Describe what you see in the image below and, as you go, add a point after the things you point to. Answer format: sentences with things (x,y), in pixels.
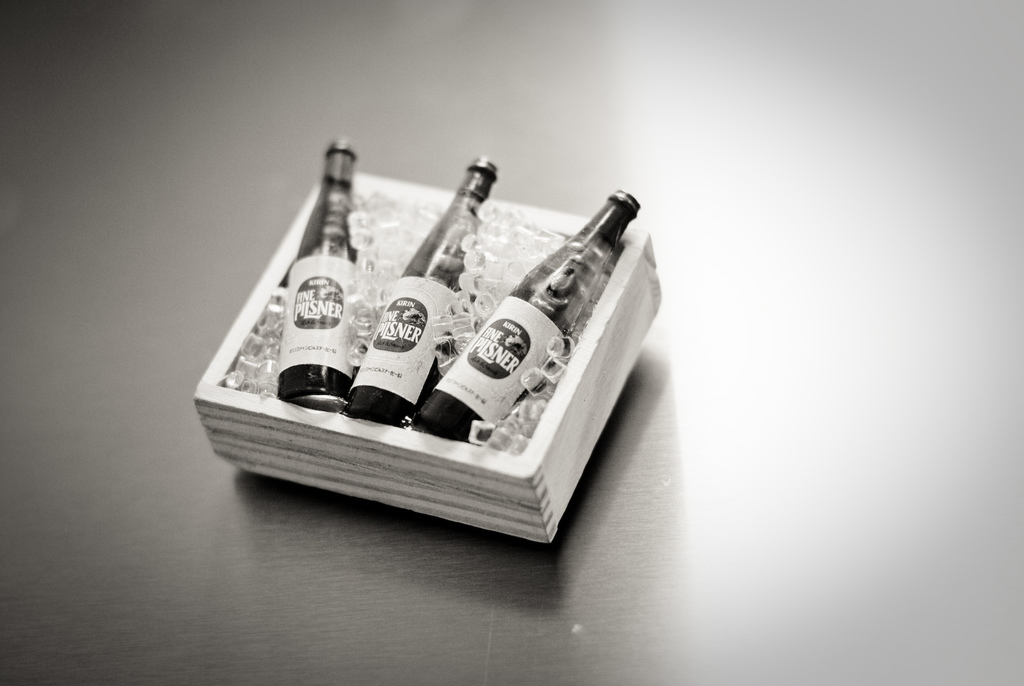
In the center of the image (399,292) we can see beverage bottles (337,310) placed in container (409,440).
